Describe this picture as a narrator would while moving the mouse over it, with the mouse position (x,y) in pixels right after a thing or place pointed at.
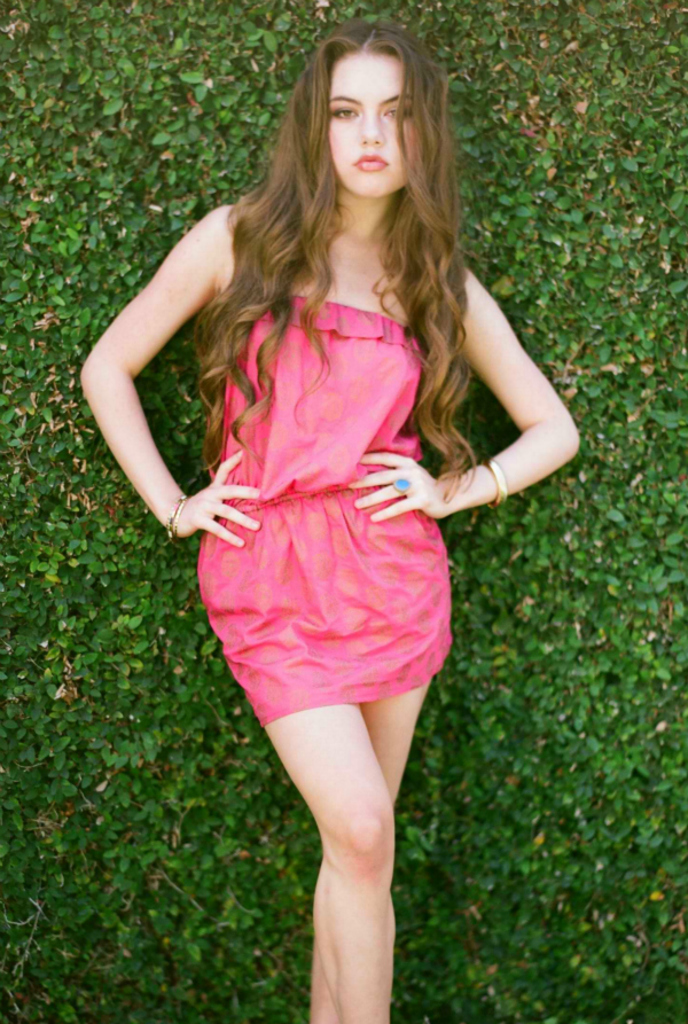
This image is taken outdoors. In the background (72,596) there is a creeper (574,249) with green leaves (610,671). In the middle of the image (251,408) a girl (294,270) is standing and she is with a long hair (262,269).
